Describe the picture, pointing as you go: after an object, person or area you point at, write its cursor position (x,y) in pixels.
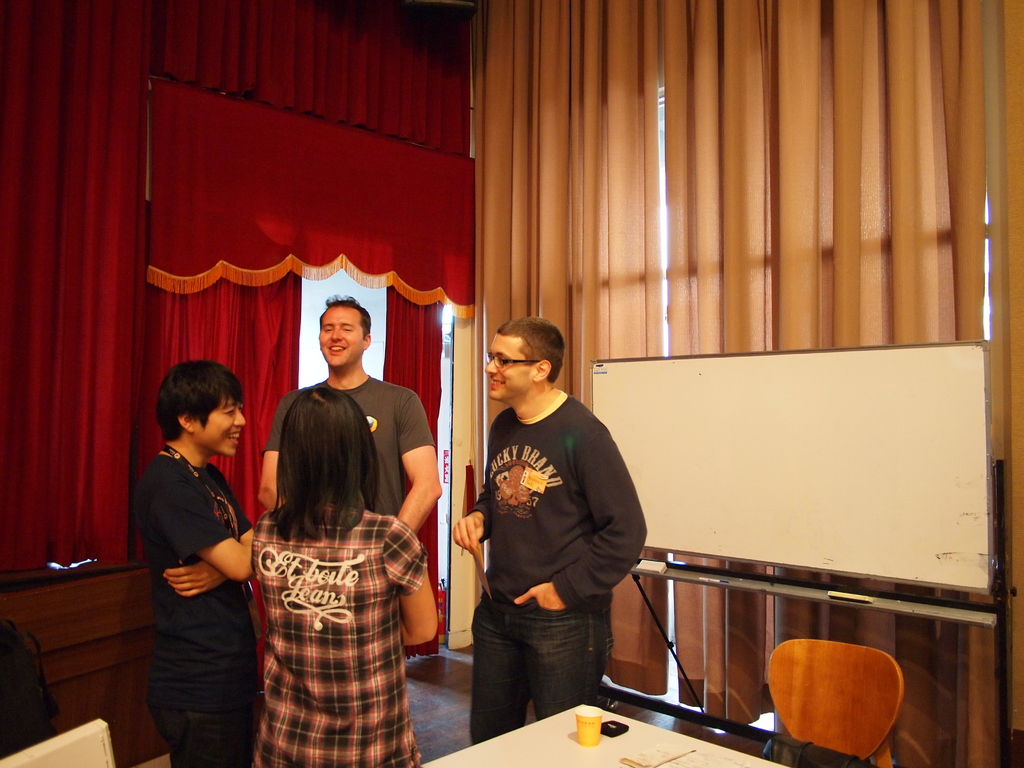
there are 4 people (378,517) standing, talking to each other. behind them there are red and brown curtains (621,184).
